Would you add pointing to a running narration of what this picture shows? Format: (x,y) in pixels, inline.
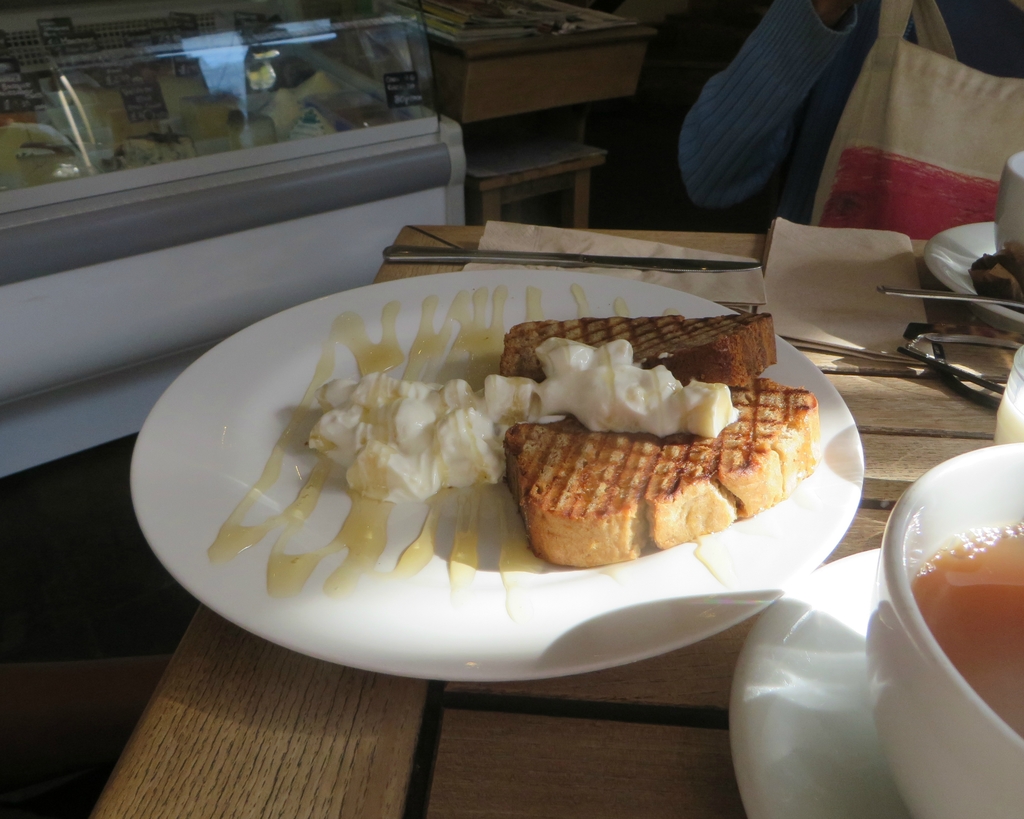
In this picture we can see some food items (471,317) on the plate (324,496). There are cups (934,724), saucers (797,809) and other objects (885,319) on the table (264,755). We can see liquid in one of the cups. We can see food items (280,71) in the display refrigerator (238,36). There are some objects (433,30) visible on a wooden object (532,77). We can see a stool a person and other objects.
